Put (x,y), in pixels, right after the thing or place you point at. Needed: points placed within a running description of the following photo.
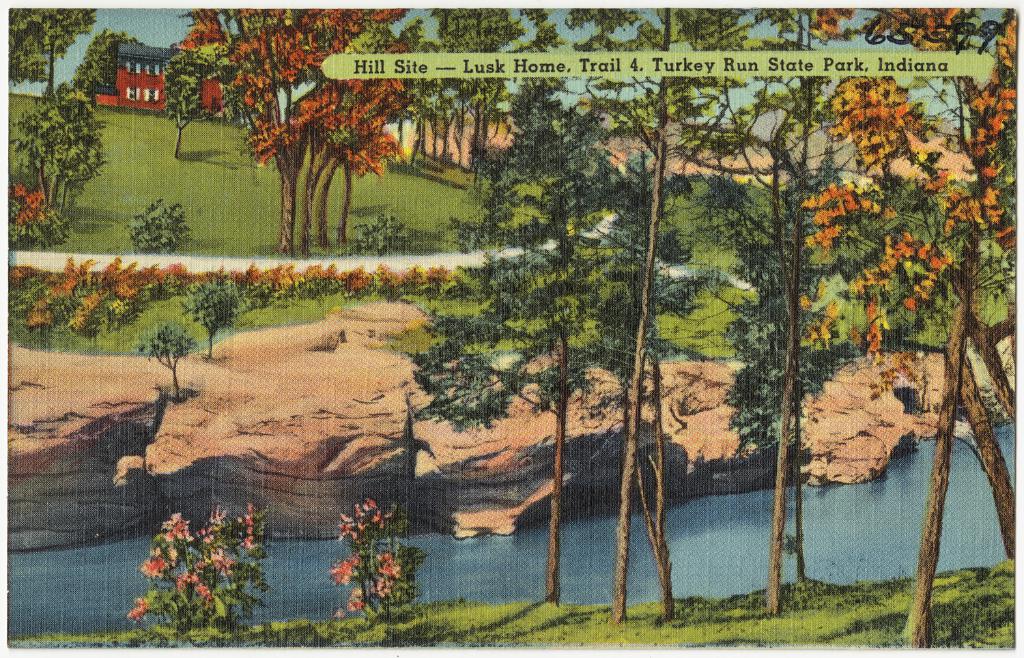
In the picture we can see a painting (76,573) of a scenery (198,412) with grass surface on it, we can see some plants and trees (624,523) and near it, we can see the water (740,535), which is blue in color and behind it, we can again see a grass surface (263,217) with some plants (27,309) and besides there is path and in the background (286,227) we can see some trees (253,143), houses (120,86) and sky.
